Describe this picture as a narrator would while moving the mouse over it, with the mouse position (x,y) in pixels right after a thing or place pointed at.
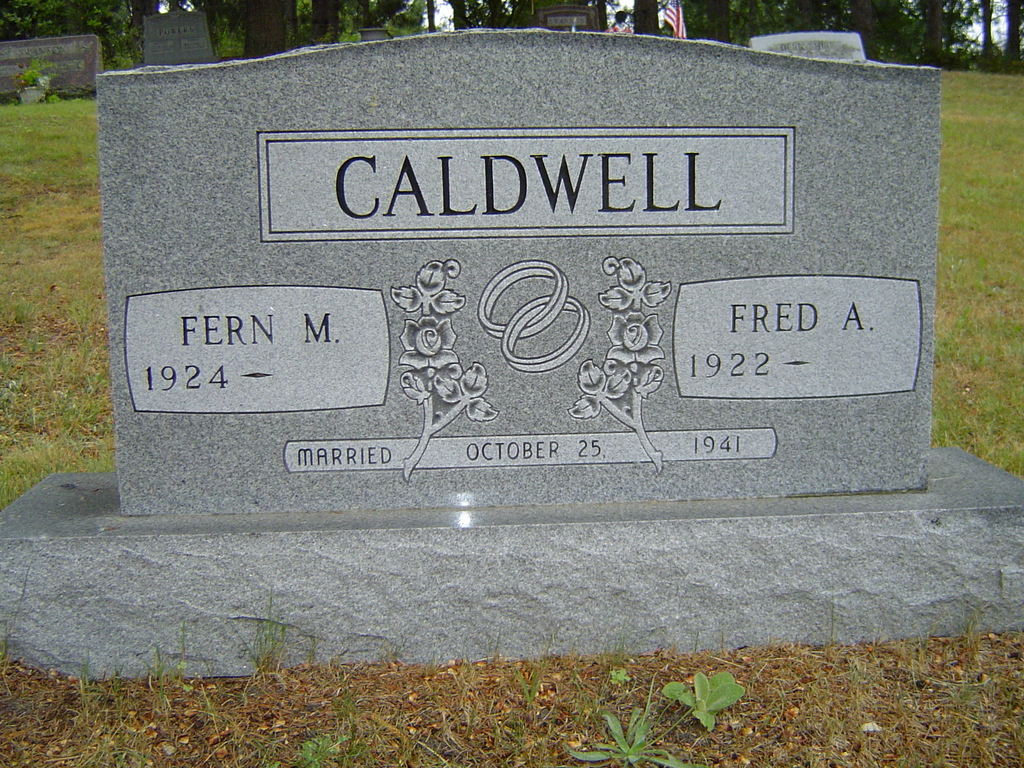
In this picture we can see many graves (569,25). In the center (423,306) we can see the flower design (639,396) and dates (722,453) on the granite stone (742,282). At the bottom (499,681) we can see the grass (892,739). In the background (243,44) we can see many trees (938,21), flag (679,28) and the sky (437,10).
